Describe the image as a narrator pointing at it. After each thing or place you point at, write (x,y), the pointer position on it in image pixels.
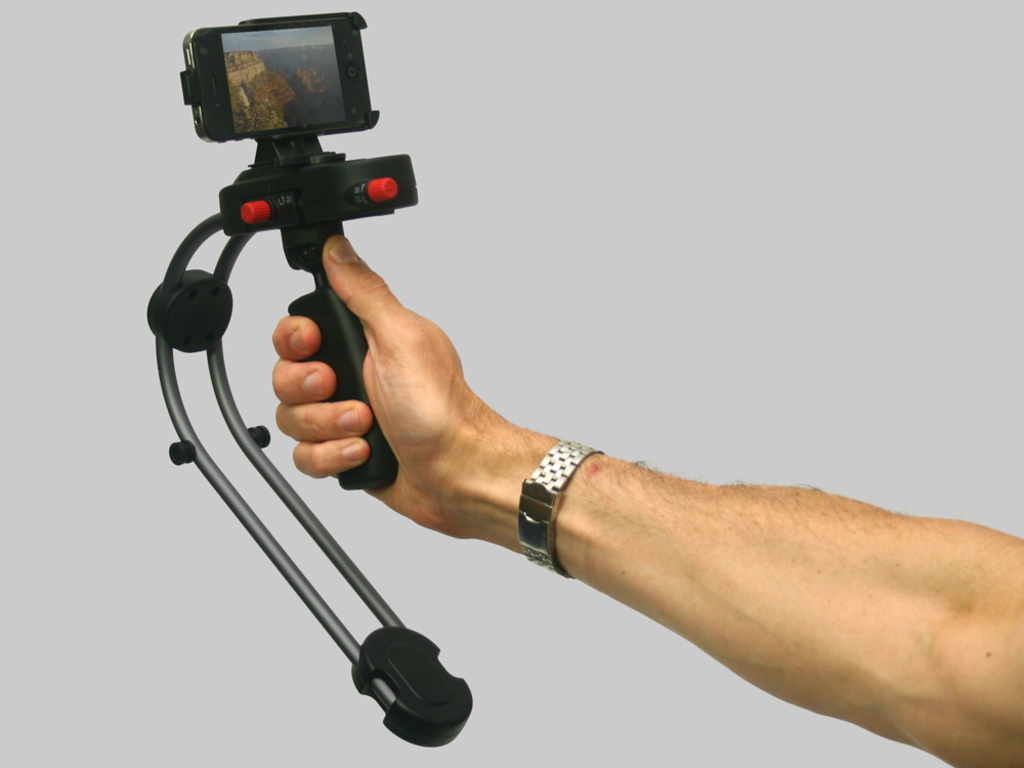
In this image we can see a person's hand (282,411) holding a black color object (299,224) and a cellphone (288,64) to the object (313,320), and a watch (523,495) to the person's hand (592,474) and a white background (659,307).
